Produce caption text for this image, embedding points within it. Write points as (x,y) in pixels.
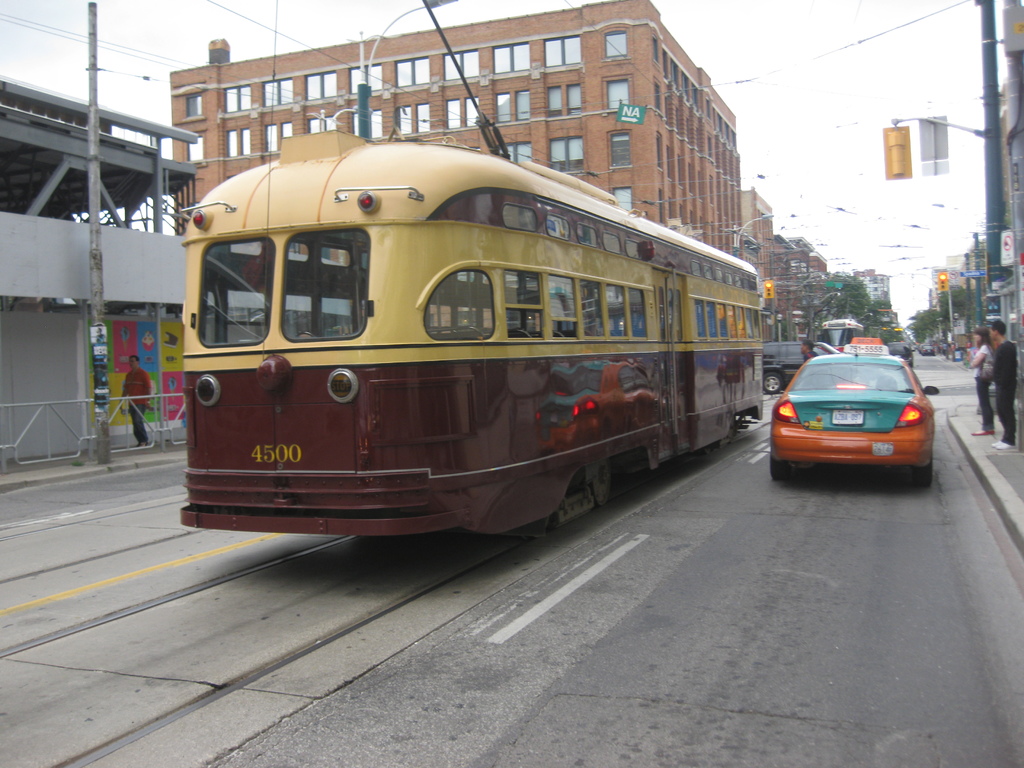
In this image there is a road (467,766) on which there is a tram (512,305) and cars (789,382) on the road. In the background (575,100) there are buildings (454,81). There are electric poles (977,308) on the footpath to which there are wires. There is a fence (68,425) beside the footpath (121,452) on the left side (81,436). In the middle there are traffic signal lights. There are few trees (850,307) beside the road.
